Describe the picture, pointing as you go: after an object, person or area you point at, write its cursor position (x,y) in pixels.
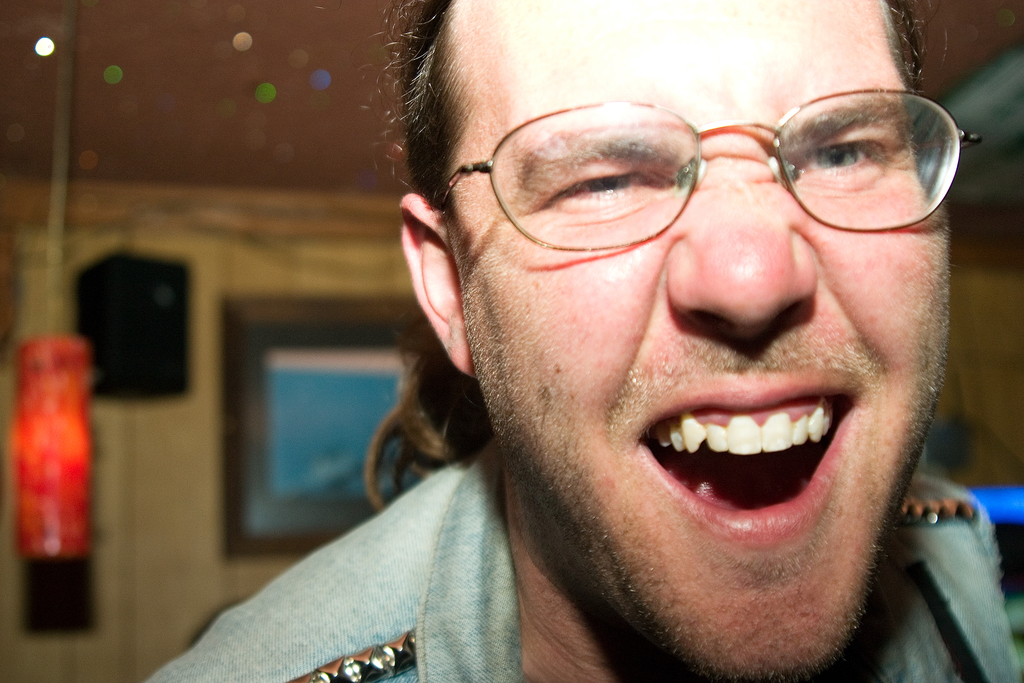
In the picture I can see a man (524,459) on the right side (800,384) is wearing the spectacles (876,125) on his eyes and there is a smile (720,405) on his face (828,378). It is looking like a speaker (149,295) on the left side (129,301). I can see a red color object (85,447) on the left side (52,480). It is looking like a photo frame (304,367) on the wall (117,461) in the background (317,372).
